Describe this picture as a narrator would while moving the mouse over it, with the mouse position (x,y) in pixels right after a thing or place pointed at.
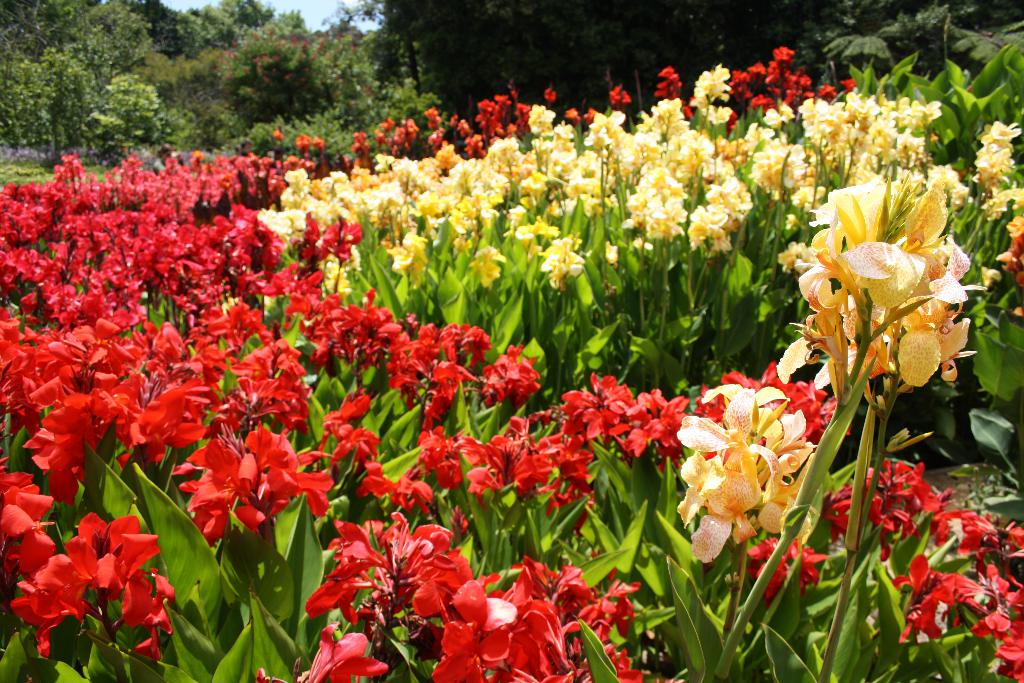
In the picture I can see few plants (431,386) which has flowers (514,373) on it which are in red and yellow color and there are trees (623,74) in the background (513,78).
